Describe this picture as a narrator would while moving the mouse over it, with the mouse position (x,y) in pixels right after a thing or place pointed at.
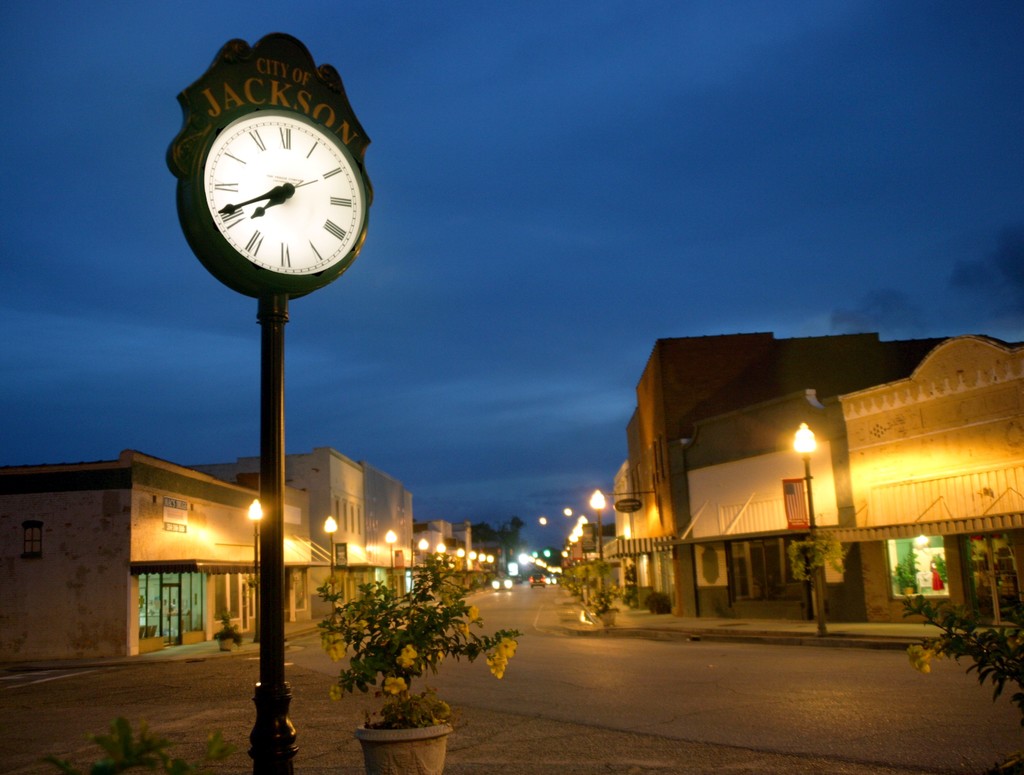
In the image we can see there are buildings (325,539) and light poles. Here we can see the flower pots (401,657), road (523,678), pole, clock (290,257) and the sky (469,303). We can even see there are vehicles (509,587) on the road (523,587).
